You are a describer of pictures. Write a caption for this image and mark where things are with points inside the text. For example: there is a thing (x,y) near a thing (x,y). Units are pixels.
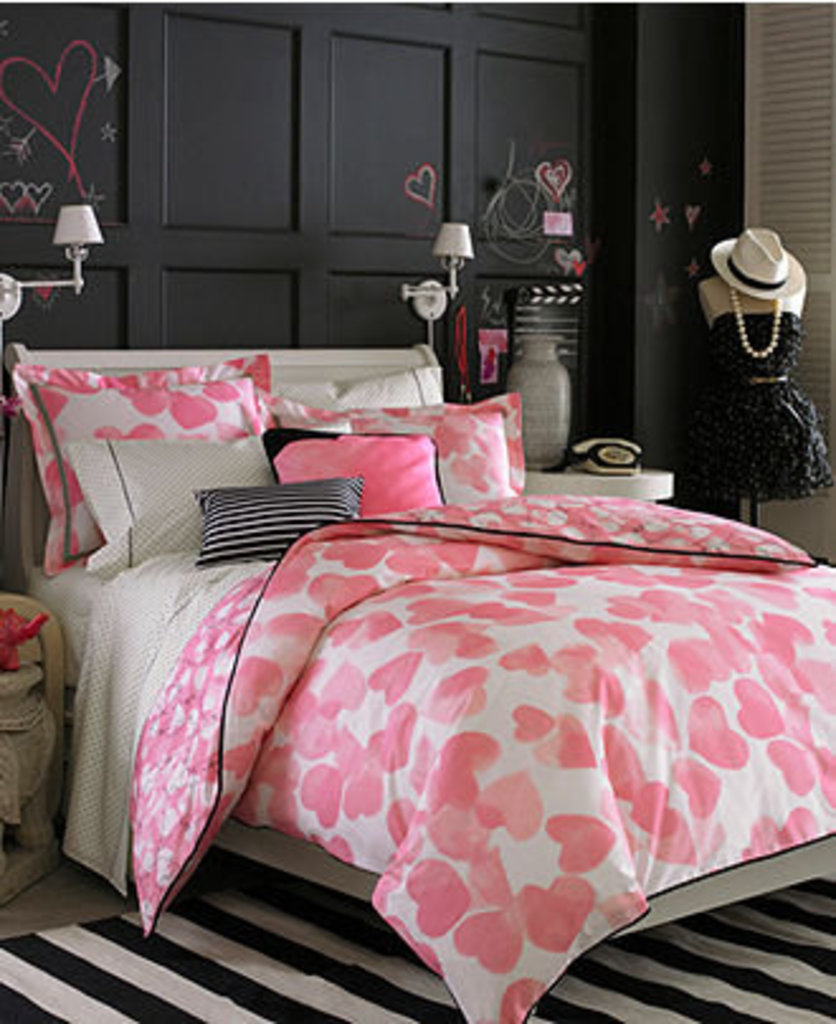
In this image I can see a bed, blanket (239,723), pillow (269,520). On the table (591,488) there is a telephone (611,453) and a vase (565,420).
